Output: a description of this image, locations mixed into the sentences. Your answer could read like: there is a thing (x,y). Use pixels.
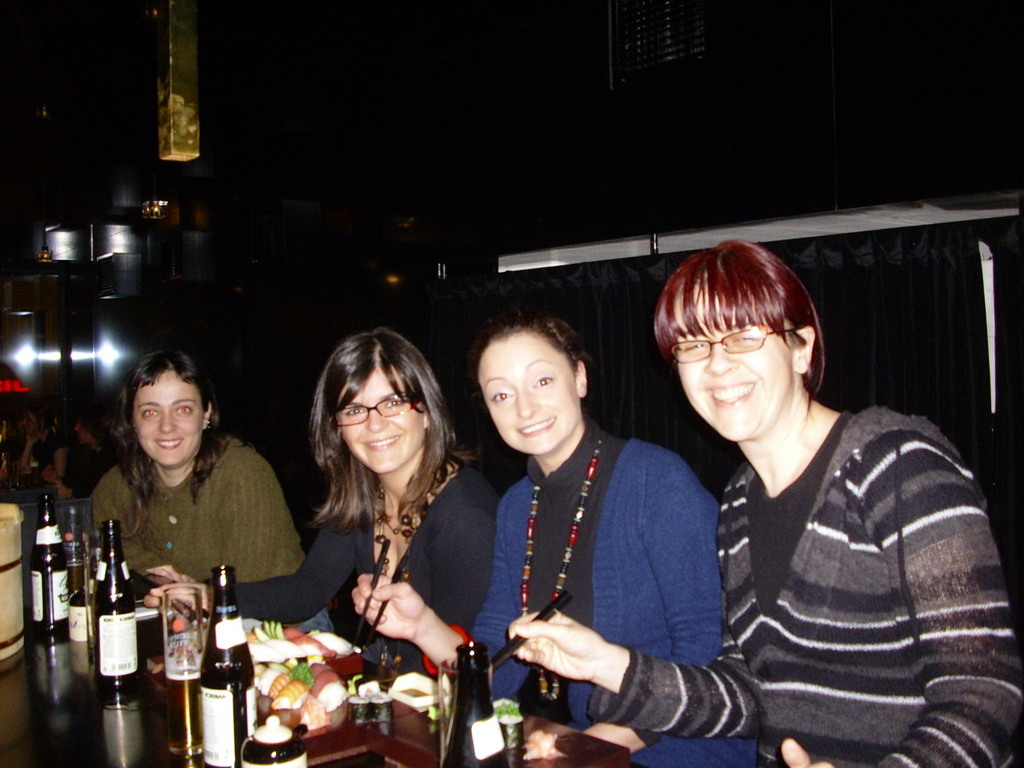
In this image there are group of people (571,517) who are sitting, in front of them there is table (58,659). On the table (58,659) there are some plates (400,691), bottles (468,699), glasses (185,659) and in the plates (412,700) there is some food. And in the background (430,230) there are some persons (43,445), lights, wall (550,207) and some other objects (908,212).
